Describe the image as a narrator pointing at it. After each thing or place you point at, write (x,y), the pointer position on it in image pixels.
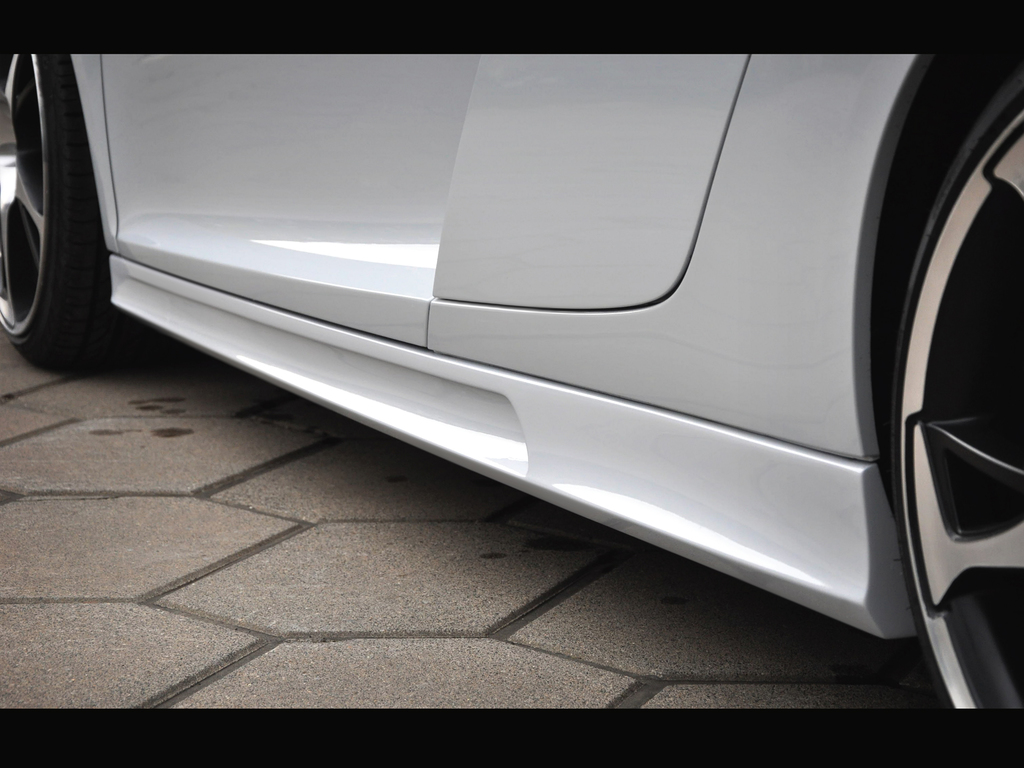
In the picture we can see a car (344,298) which is white in color.
